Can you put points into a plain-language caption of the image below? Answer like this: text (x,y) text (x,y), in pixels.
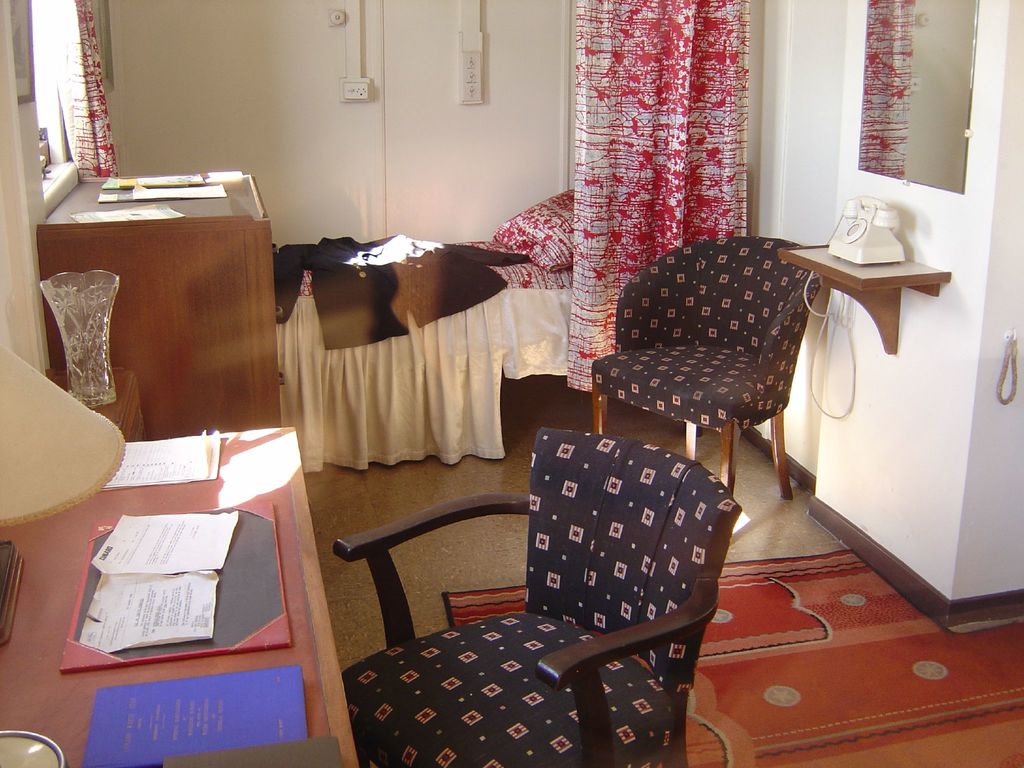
A picture inside of a room (175,637). We can able to see 2 chairs (639,476) on floor (757,545). A floor (413,594) with carpet (819,585). On this table (888,283) there is a telephone (859,251). This is a bed (487,318) with pillow (553,227). On this bed (389,262) there is a shirt (382,263). On this cupboard (230,236) there are papers (186,198). On this table (60,708) there is a book (262,711), papers (142,589), lantern lamp (19,501) and card (262,566). Mirror (940,129) on wall (984,204). This is a curtain (695,112).
